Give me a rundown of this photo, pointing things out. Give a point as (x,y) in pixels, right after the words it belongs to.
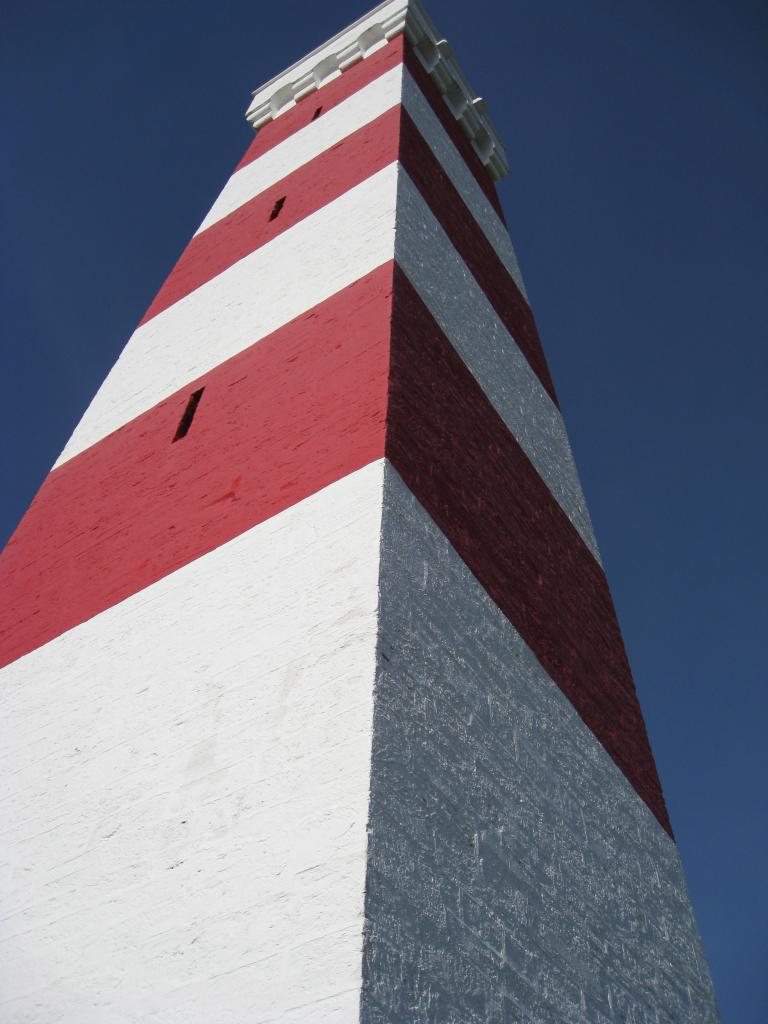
As we can see in the image there is a building (328,539) and at the top (157,145) there is sky (503,134).
